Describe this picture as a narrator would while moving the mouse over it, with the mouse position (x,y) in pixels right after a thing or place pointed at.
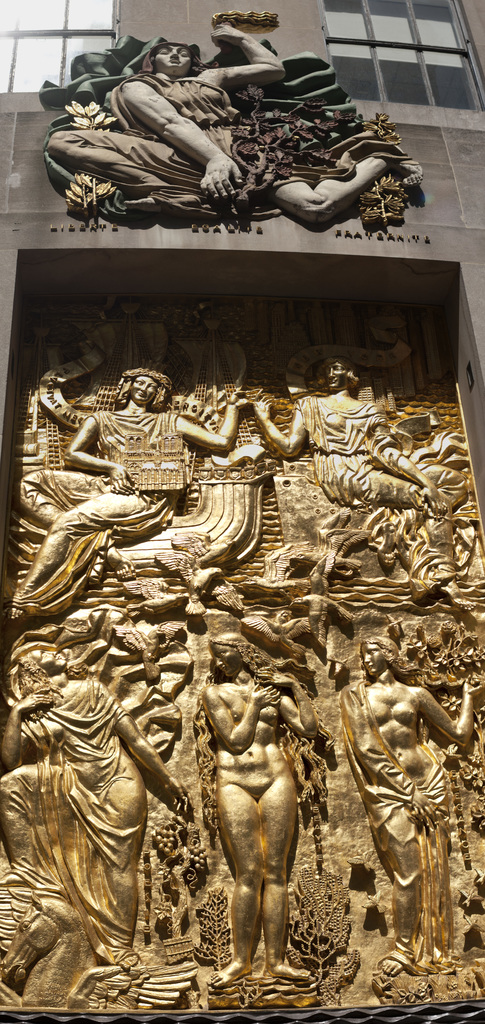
In this image, we can see a carving (268,652) of few people (65,687) and some objects (226,381). Top of the image (462,171), we can see wall (463,153) and glass windows (449,79).
